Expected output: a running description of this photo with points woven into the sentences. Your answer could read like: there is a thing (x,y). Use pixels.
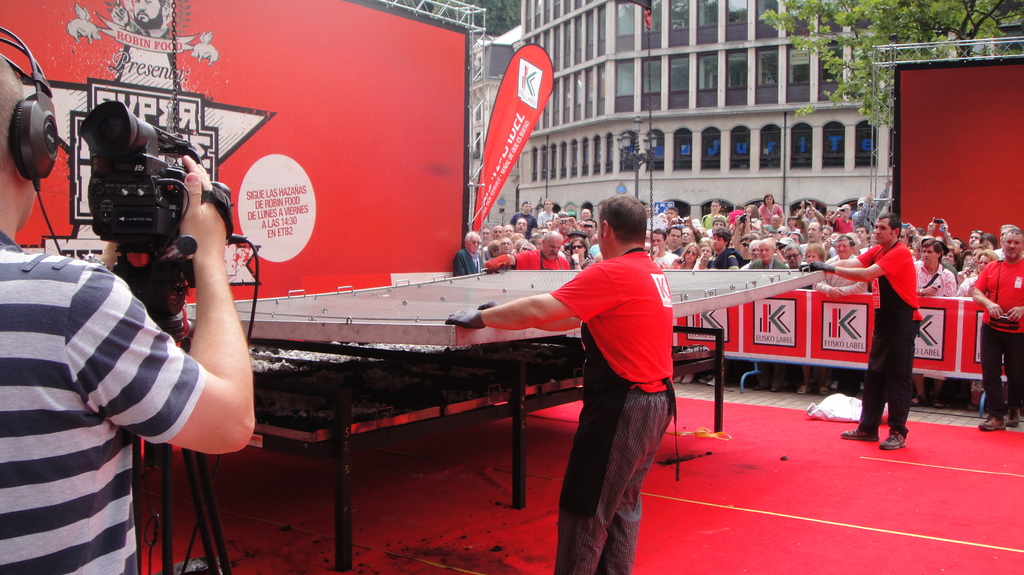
In this picture there are people (985,338), among them there are three men (630,312) holding a metal object (393,334) and there is a man (146,330) holding a camera (137,208) and wired headset (34,128), under the metal object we can see charcoal (441,392). We can see hoardings (861,323), rods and banner (848,323). In the background of the image (688,118) we can see trees (962,9), poles (877,165) and buildings (881,153).
